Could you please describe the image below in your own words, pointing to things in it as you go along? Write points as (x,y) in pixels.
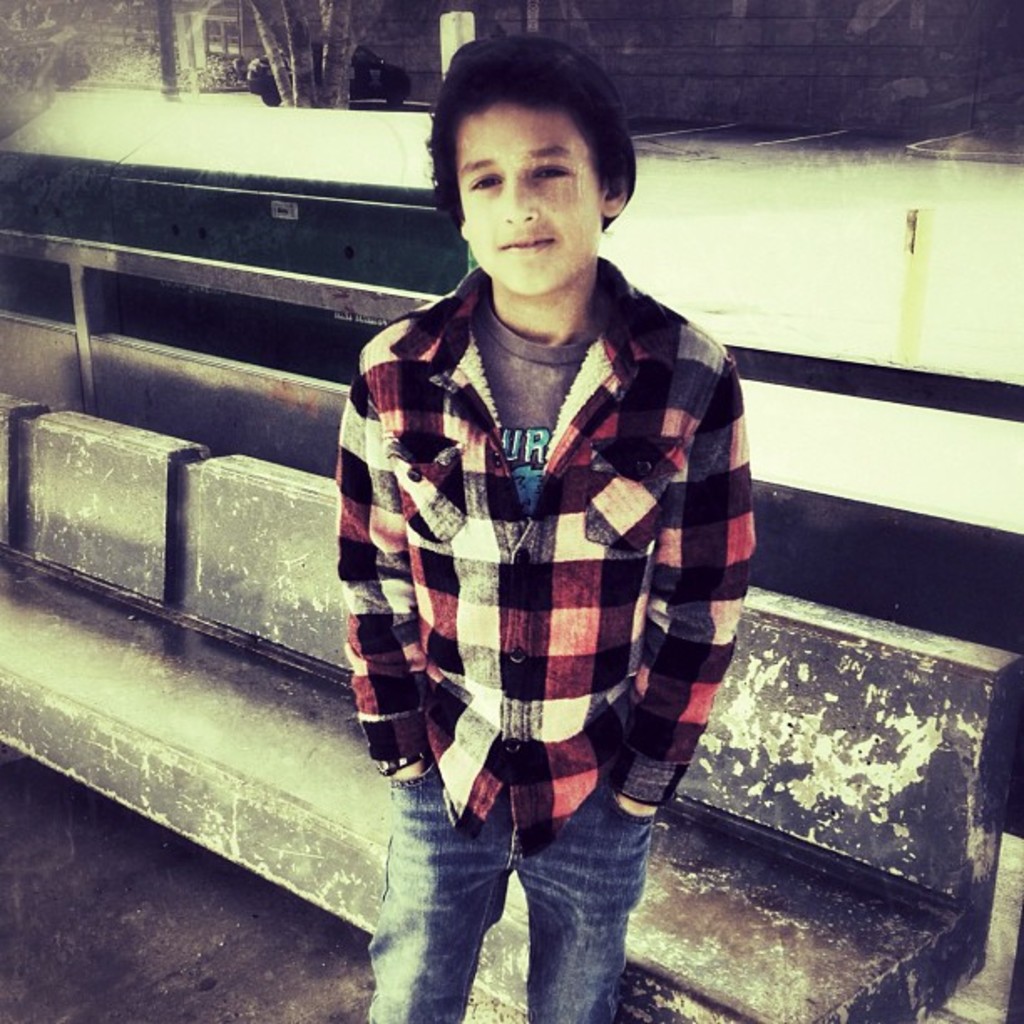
In this image there is a person (446,372) standing and smiling, and in the background (37,138) there is pavement (50,132).
